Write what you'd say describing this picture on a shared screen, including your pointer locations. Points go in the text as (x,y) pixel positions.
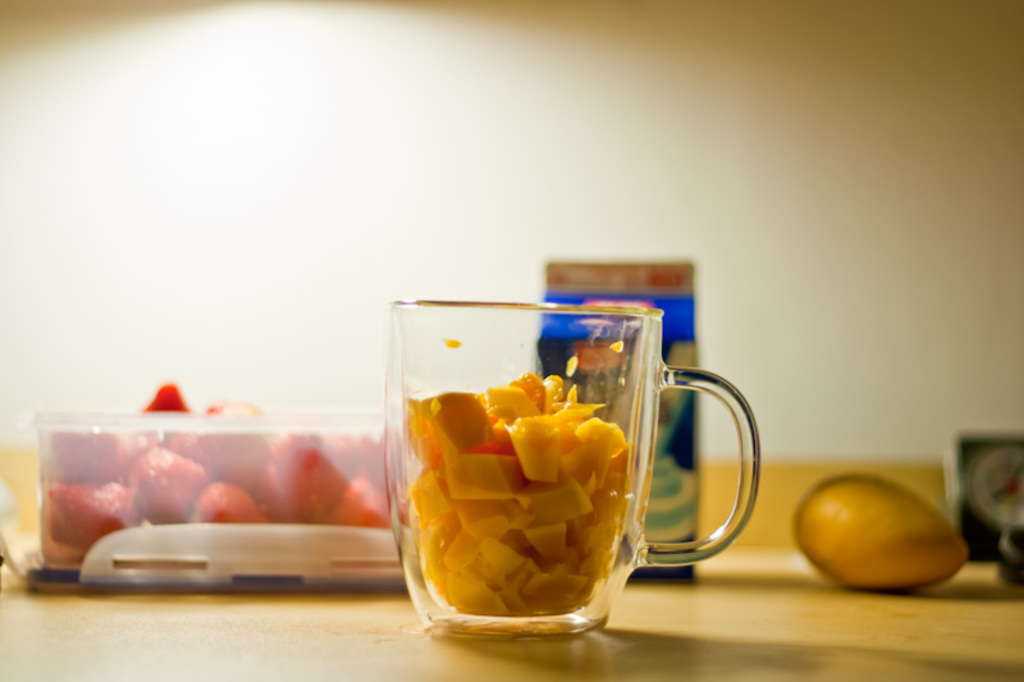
In this image I can see the table (285,641). On the table (285,641) I can see the jug (577,553) and box (213,511) with fruits (541,504). To the side I can see a mango (820,531) and the box (663,382). I can see the wall (365,218) in the back (258,238).
